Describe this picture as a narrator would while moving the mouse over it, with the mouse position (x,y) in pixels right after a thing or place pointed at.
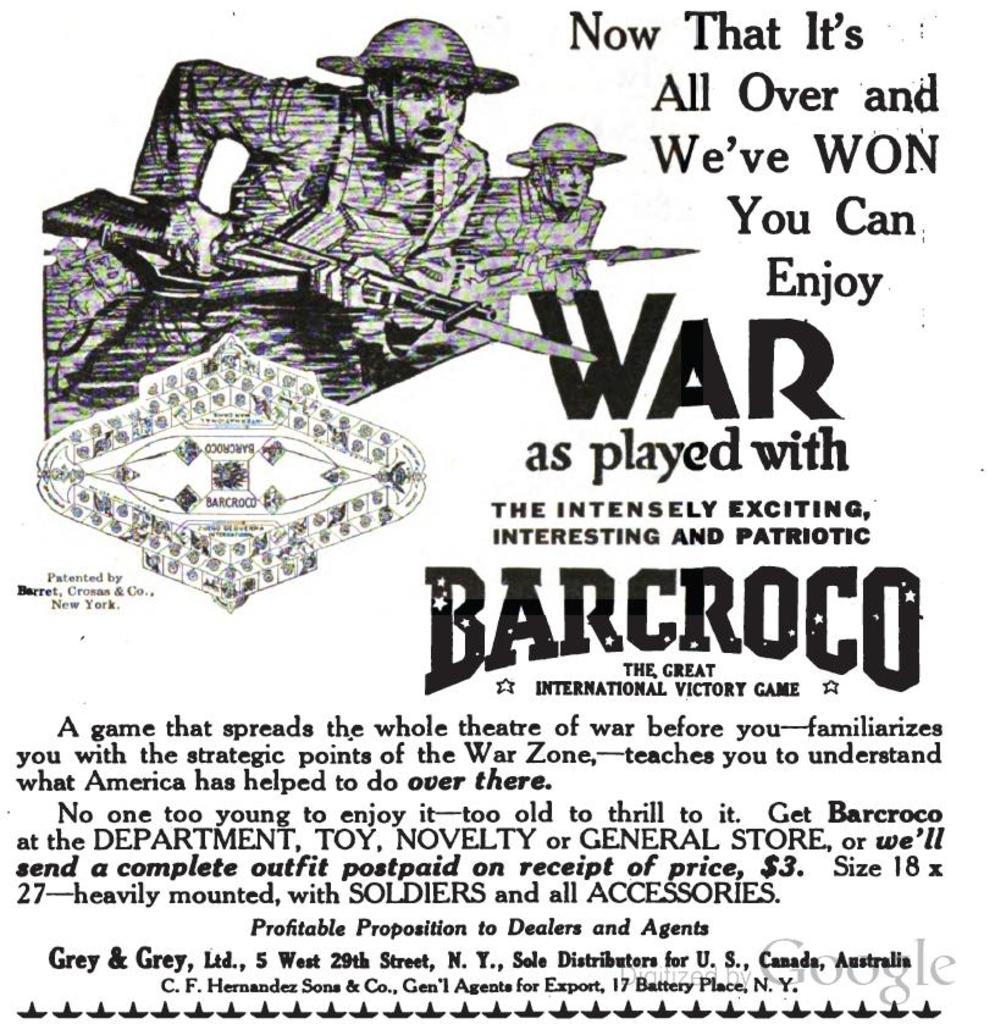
In this picture we can see a paper (452,500), on which we can see some text (546,753) and images (325,231) like persons (548,233).
